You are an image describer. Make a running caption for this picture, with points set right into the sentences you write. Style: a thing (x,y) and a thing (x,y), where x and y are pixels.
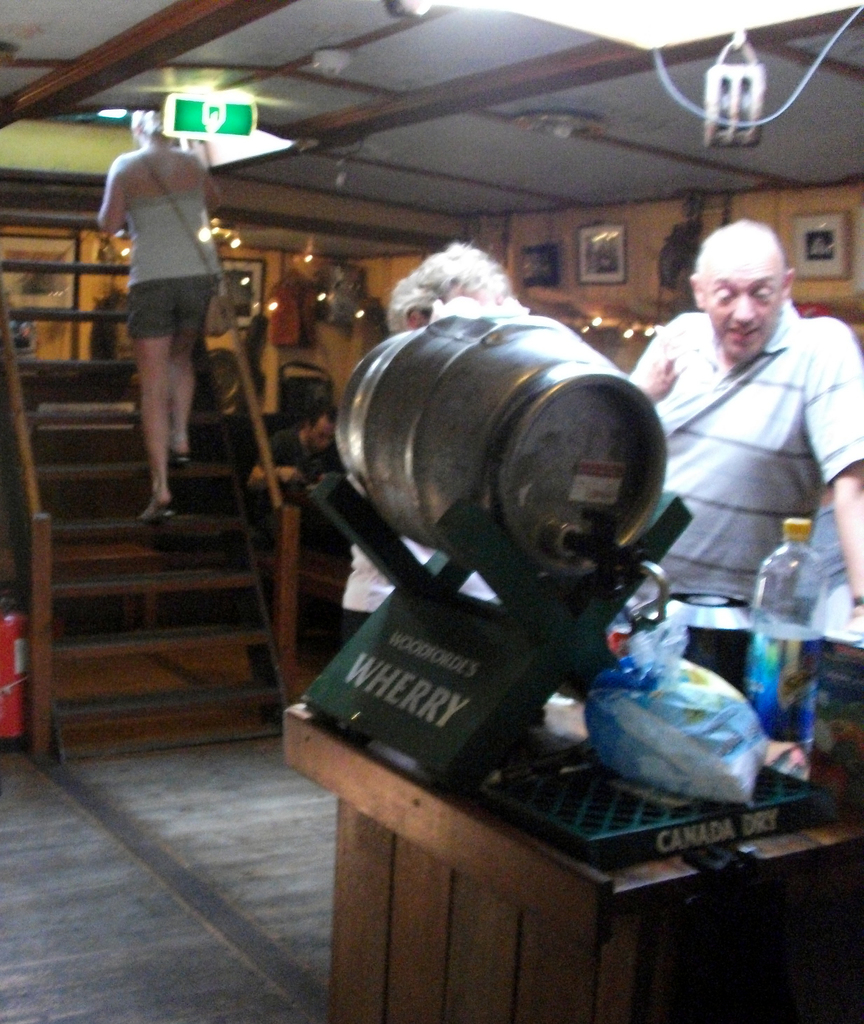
In the image there is a woman (200,198) walking on steps (140,471) in the back (183,469) and on the right side (772,428) there are two persons (739,490) standing in front of table (842,886) with bottles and barrels (501,476) on it and on the background (344,270) there are photographs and lights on the wall (651,249).
